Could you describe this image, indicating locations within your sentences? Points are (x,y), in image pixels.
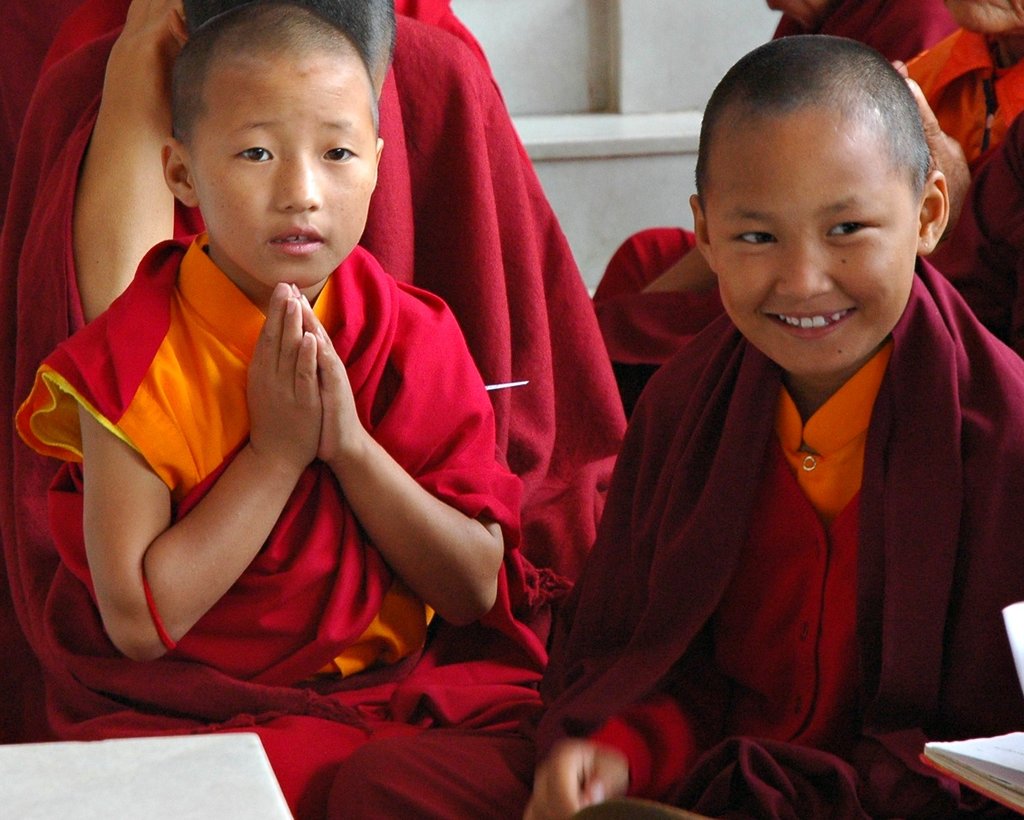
In the picture we can see two boys (278,386) who are studying in a preaching school. These guys (279,505) are wearing a red robe (308,603) and an orange shirt (185,400). The guy (845,344) on the right side (768,412) is having a smile on his face (822,334). These two guys (780,509) are sitting. In the background (476,229), there are some people (459,160) with the same attire (464,222). We can observe a wall (587,115) here. In the right bottom corner (981,768) there is a book (990,744) opened.
